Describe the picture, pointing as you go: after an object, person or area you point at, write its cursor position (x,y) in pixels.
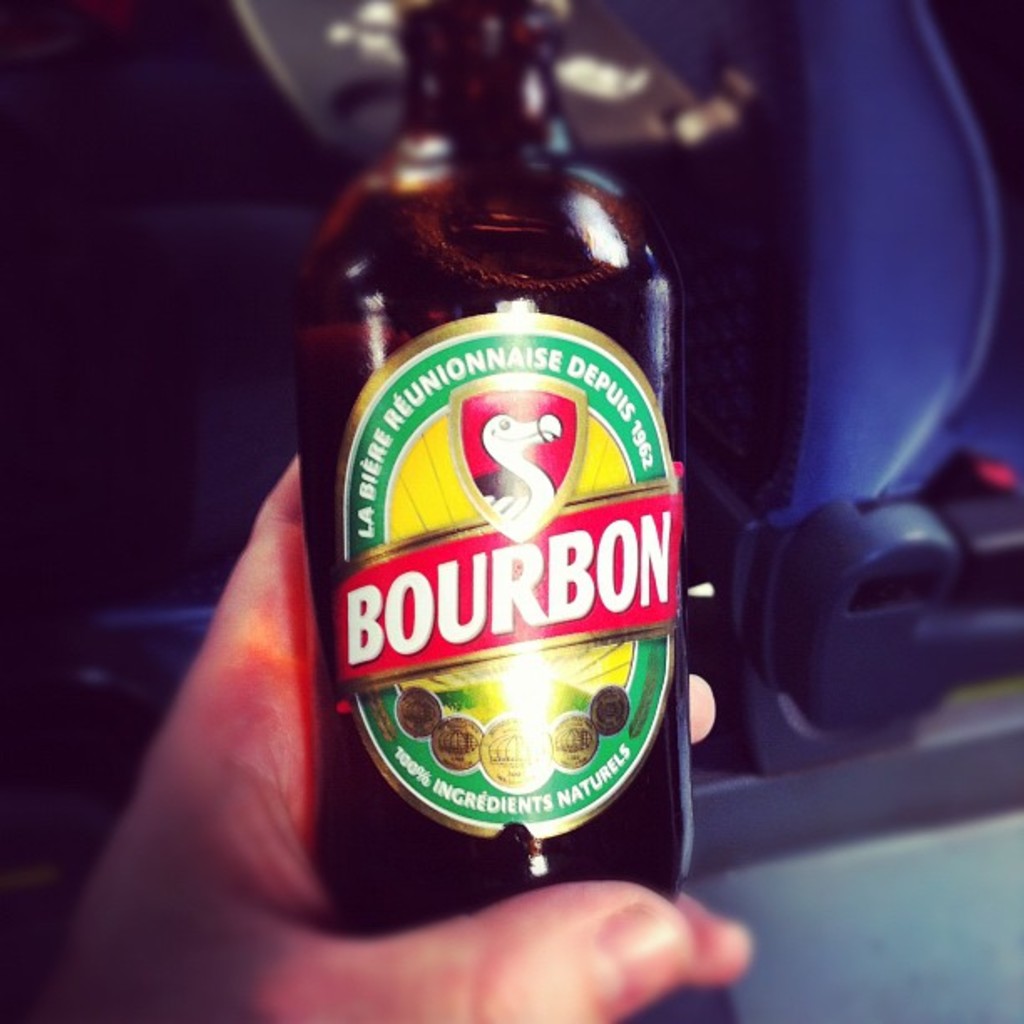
In this picture we can see bottle (394,541) with sticker (606,530) to it and some persons hand (258,980) is holding it and in background (682,94) we can see seat (733,317) and it is dark.
